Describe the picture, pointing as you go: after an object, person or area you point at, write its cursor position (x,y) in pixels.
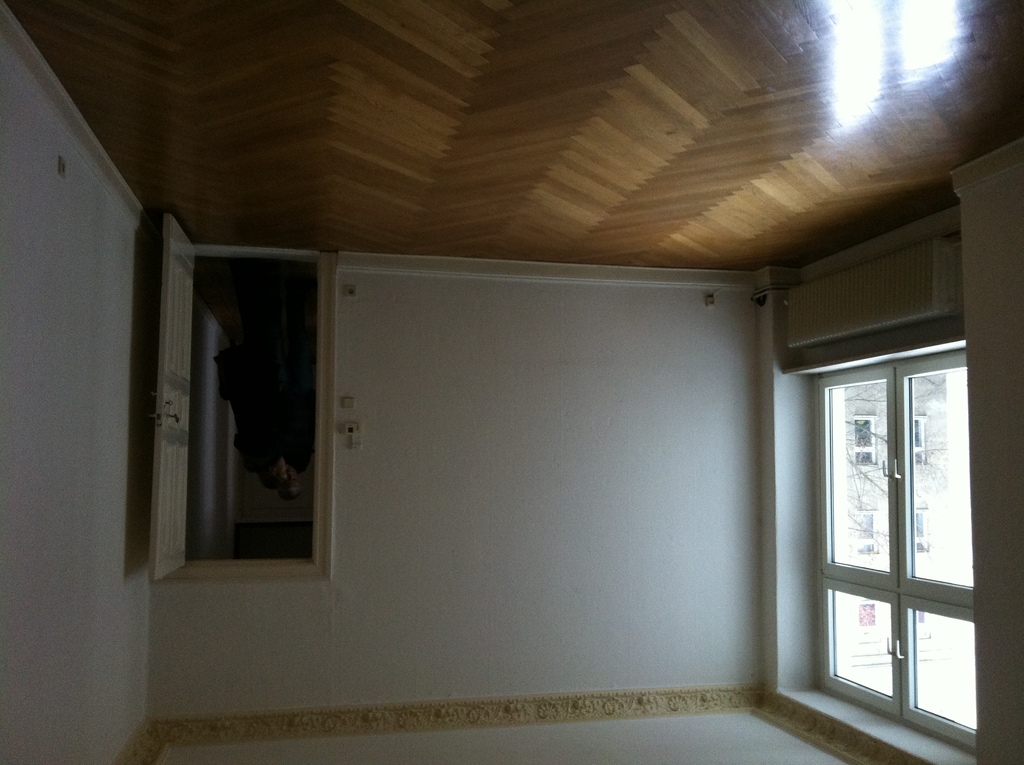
This is an image clicked in the reverse direction. On the top of the image (431,70) I can see the floor (577,144). On the right side (905,540) there is a window (862,528). On the left side (175,338), I can see the door (172,458), at the back of it I can see one person (273,363) is standing on the floor (241,301).
